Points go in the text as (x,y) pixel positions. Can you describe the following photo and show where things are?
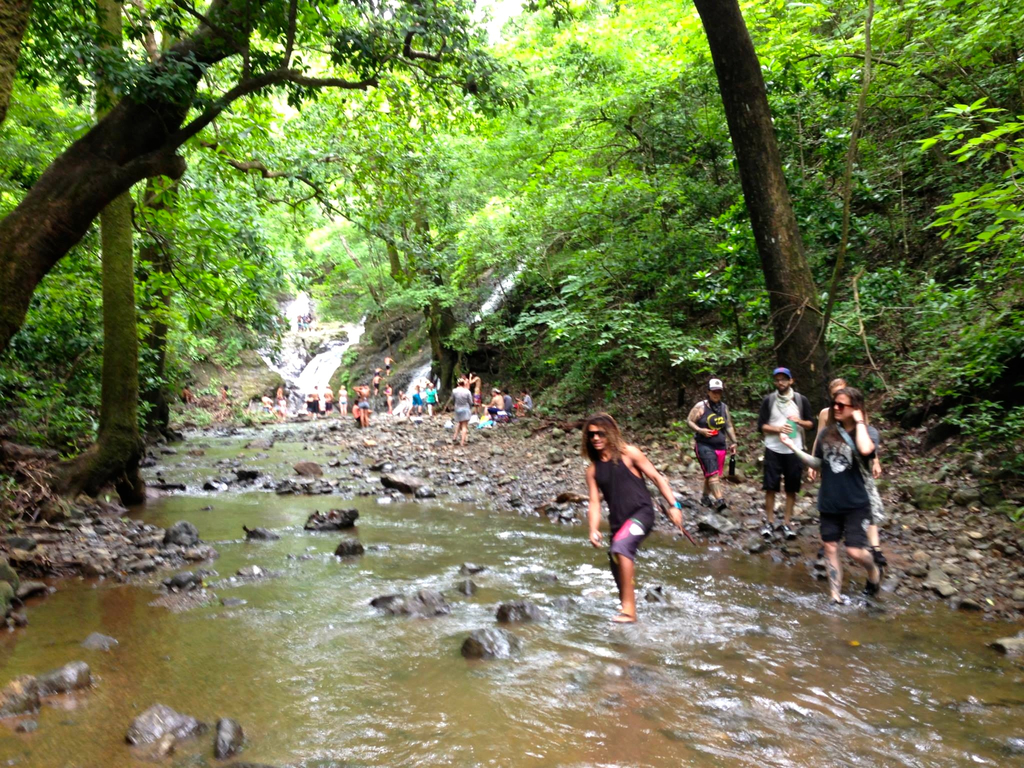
In this image I can see water (333,546), stones (359,551), number of trees (16,273) and number of people (792,503). I can see few of them are wearing caps (714,380) and few of them are wearing shades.
